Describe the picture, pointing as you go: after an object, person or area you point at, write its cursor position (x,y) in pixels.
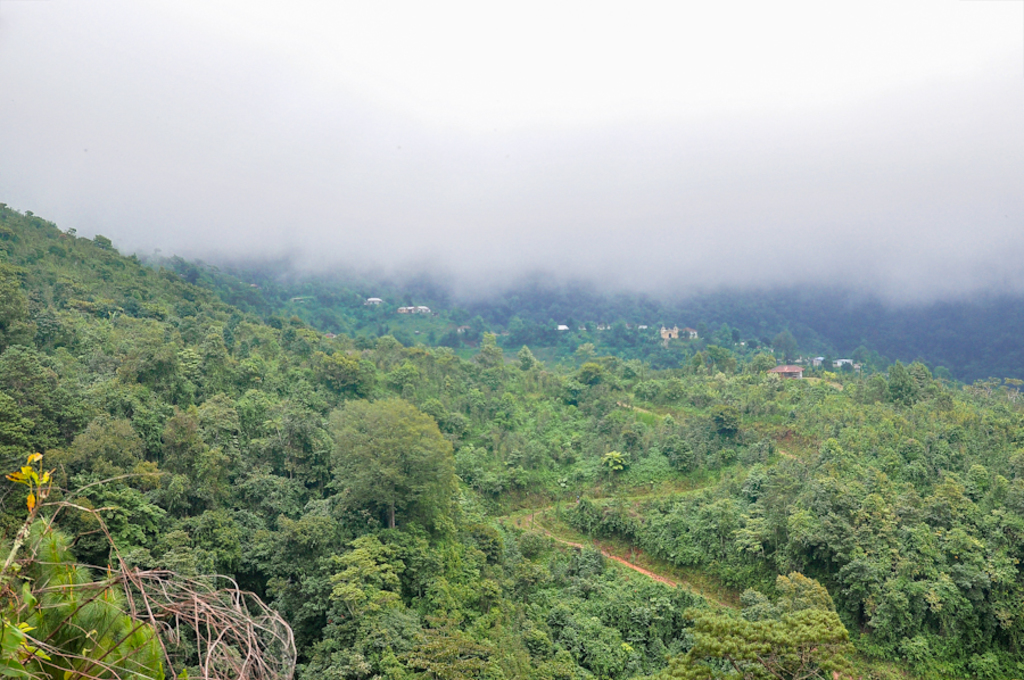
In the center of the image (551,431) there are trees (604,411). In the background of the image (657,280) there is fog (516,249) there are buildings (563,329).
